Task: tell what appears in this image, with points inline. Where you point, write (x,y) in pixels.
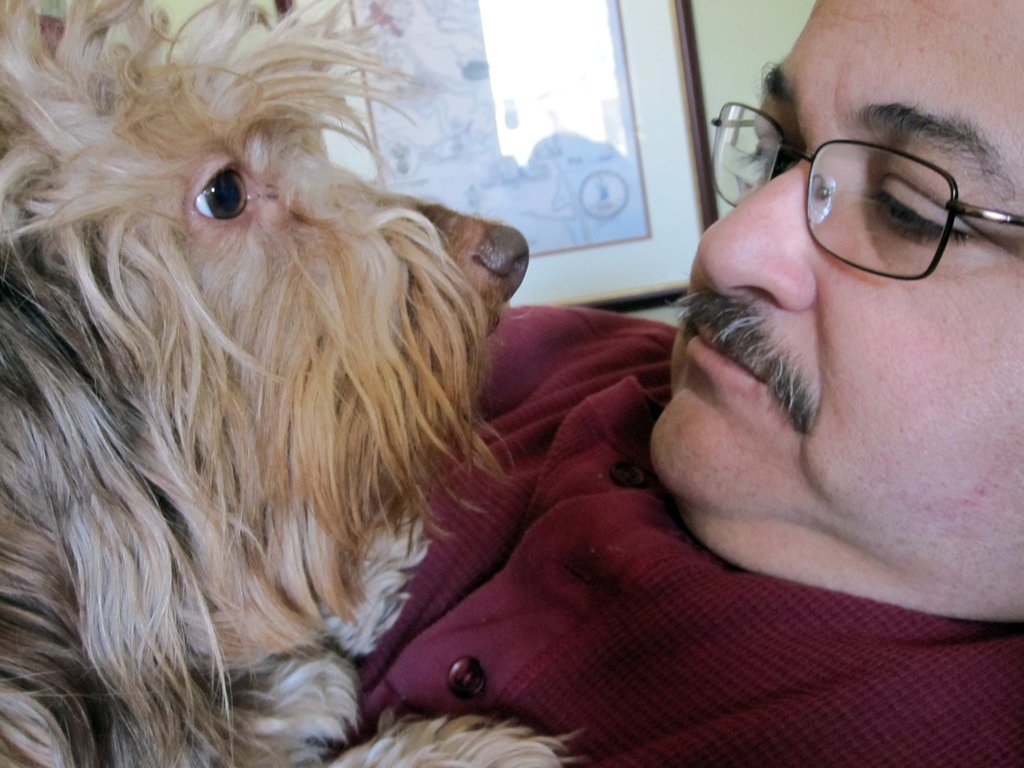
There is a dog (124,382) on the man (544,571) wearing glasses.
